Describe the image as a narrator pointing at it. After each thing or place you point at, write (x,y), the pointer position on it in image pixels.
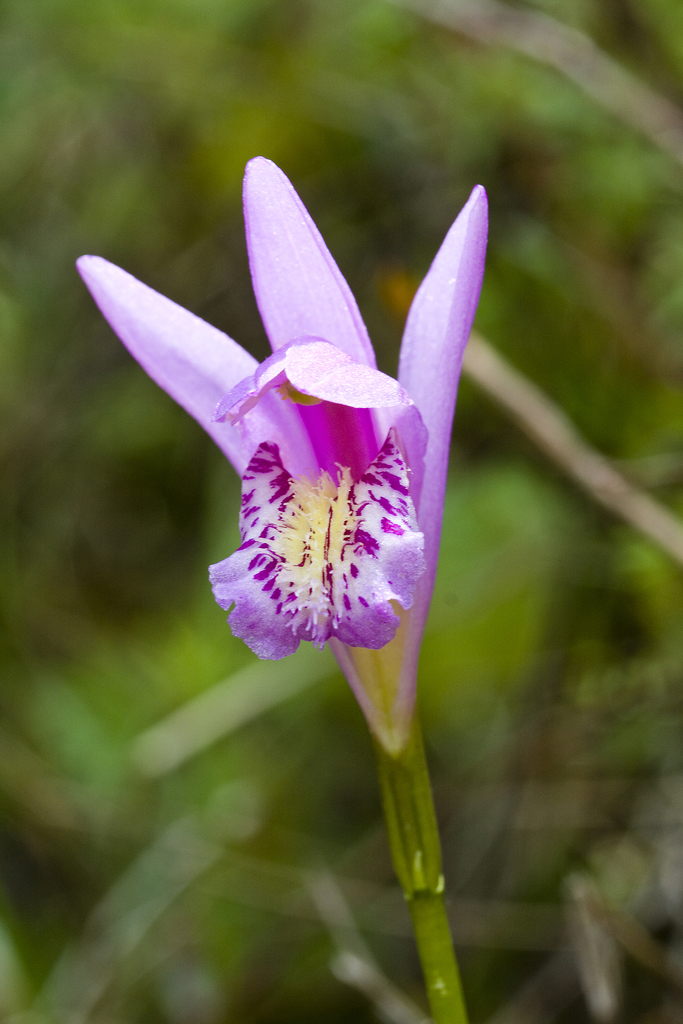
In this picture we can see a flower (354,501) in the front (313,432), in the background (84,479) there are some leaves (152,726), we can see a blurry background (76,142).
